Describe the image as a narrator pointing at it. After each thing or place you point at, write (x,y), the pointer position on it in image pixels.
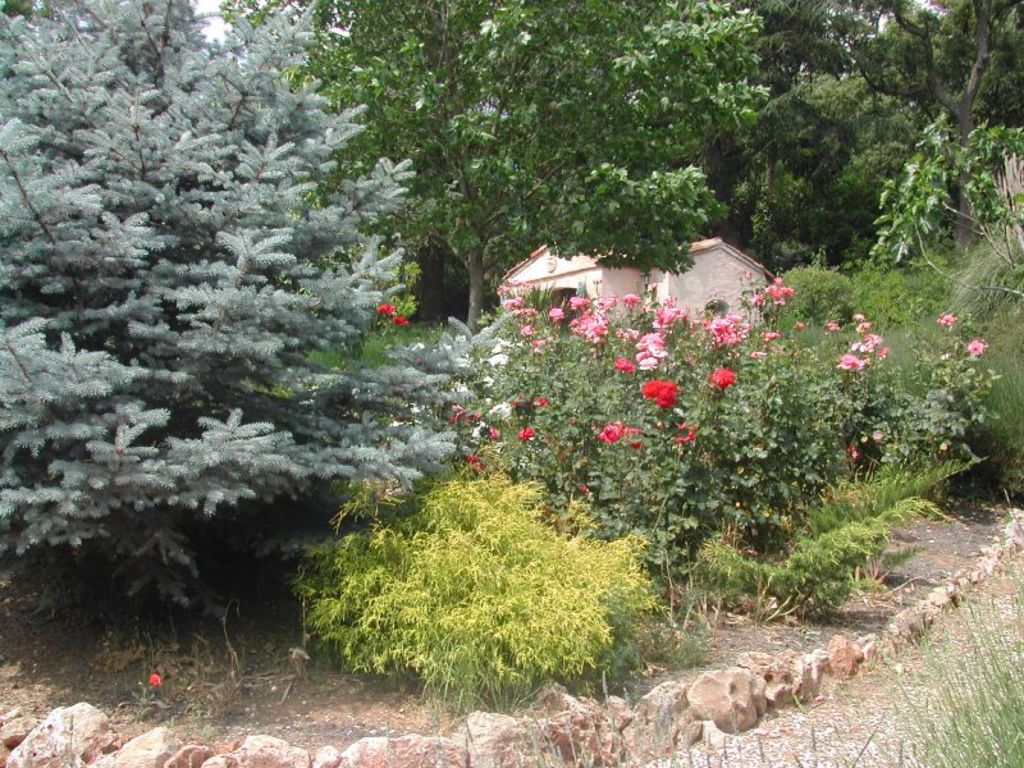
In this image we can see flowers (527,434), trees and bushes (545,371) and a house (556,295).
